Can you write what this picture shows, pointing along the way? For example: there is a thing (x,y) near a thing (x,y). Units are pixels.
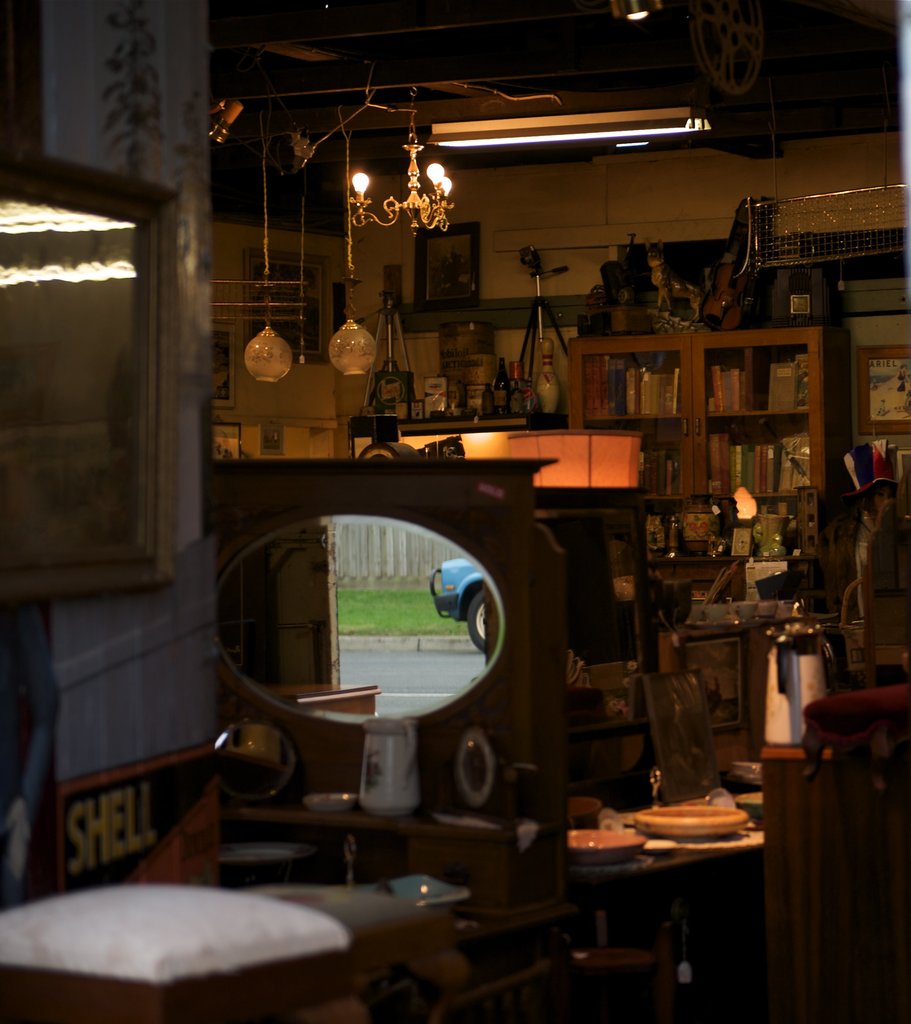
This image is taken in a store (627,875) where we can see mirrors (453,679), chairs (203,900), wall (89,104), lights (402,205), ceiling (786,122), bottles (520,400), tripod stands (534,253), frames (439,277), jar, table (647,868) and a cupboard (687,410).
